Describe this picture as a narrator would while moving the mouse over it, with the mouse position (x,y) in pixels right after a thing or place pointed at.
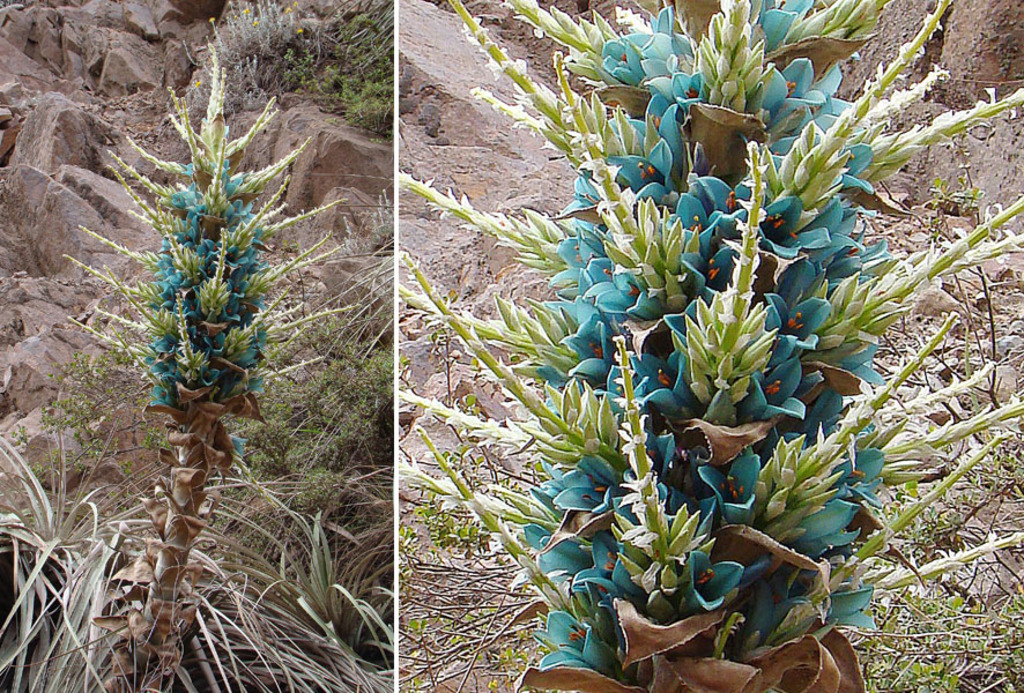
This image is a collage containing same content. In the center of the image (629,293) there is a plant (176,427). In the background (92,105) there are rocks (490,152). At the bottom (952,669) there is grass (948,655).
